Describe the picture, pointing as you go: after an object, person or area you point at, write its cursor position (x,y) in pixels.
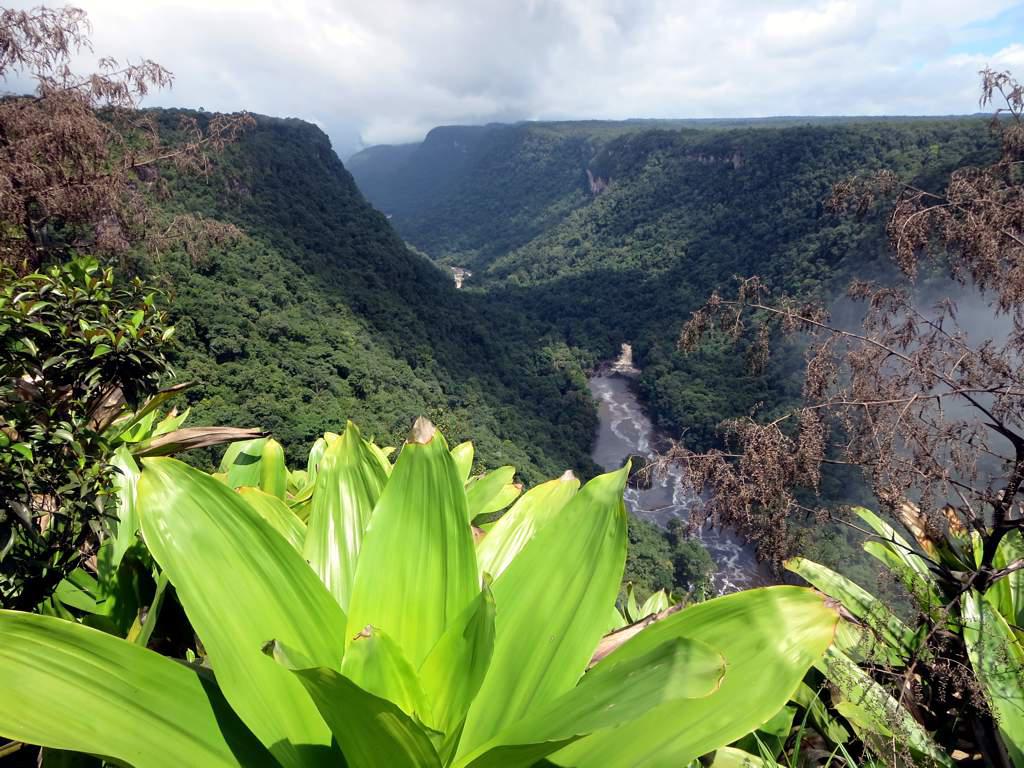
This is an outside view. At the bottom of this image (359,671) there are some plants (424,628). In the background (377,186), I can see the hills (475,161) and trees (441,329). In the middle of the image (643,434) there is a river (615,401). On the top of the image (432,59) I can see the sky (277,93).
